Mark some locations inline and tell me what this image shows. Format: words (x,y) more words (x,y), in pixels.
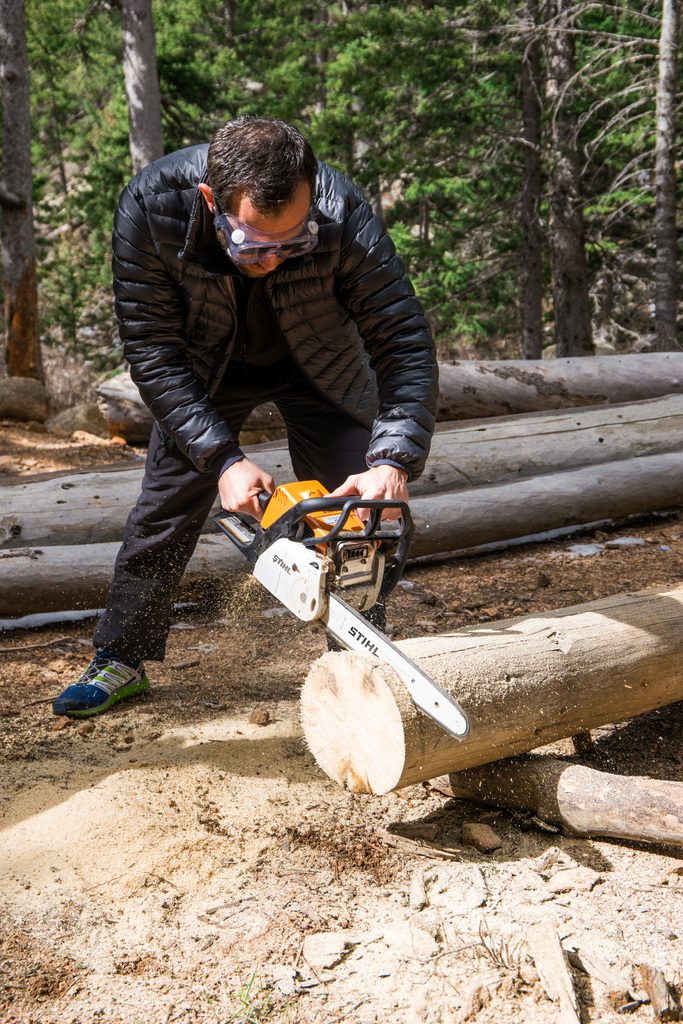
In the middle of the image (403,669), there is a person (175,291) in the black color coat (185,293), holding a chain saw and cutting a wood (409,646) which is on another wood (544,776) which is on the ground (367,858), on which there are stones (258,717). In the background (563,462), there are other woods (538,462) and there are trees (643,208).
